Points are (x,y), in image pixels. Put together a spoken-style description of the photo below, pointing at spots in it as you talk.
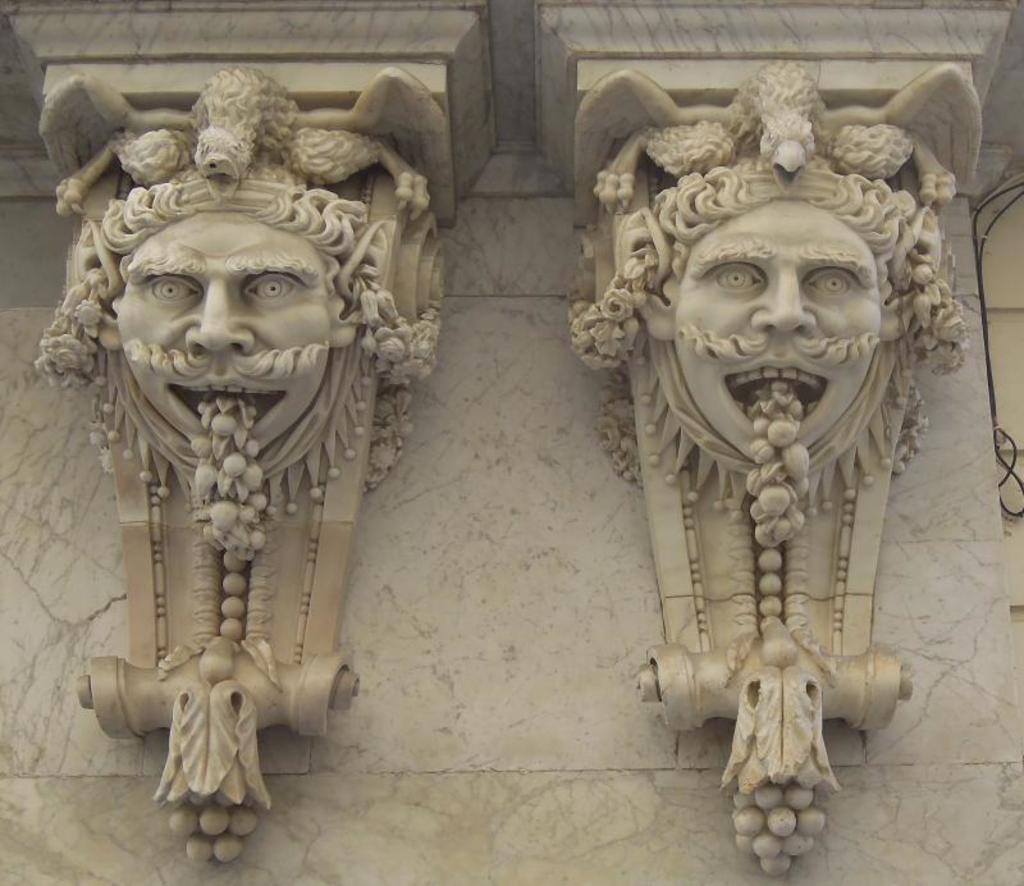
In this picture we can see the sculptures (762,533) on the wall (517,384). On the right side of the image (1019,478) we can see a cable (1001,458).
